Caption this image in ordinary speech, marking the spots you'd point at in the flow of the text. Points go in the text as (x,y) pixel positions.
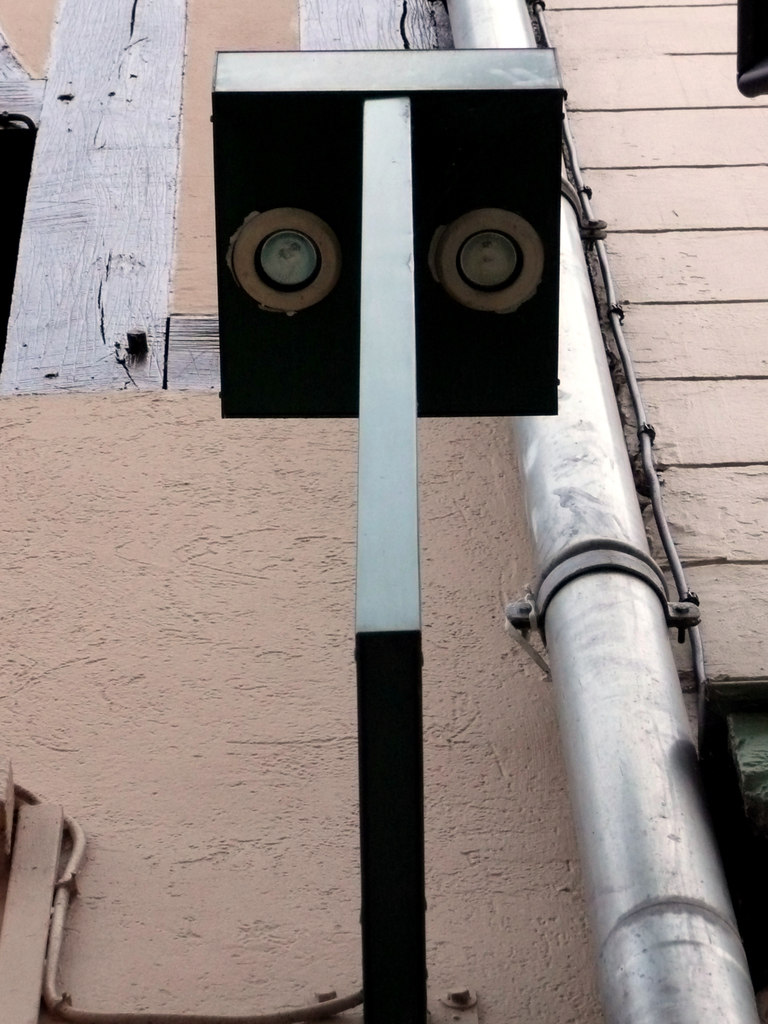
In this picture there is a pole (418,55) in the center of the image (411,631) and there is a pipe (600,469) on the right side of the image (579,416), it seems to be a wall (450,572) in the image.
